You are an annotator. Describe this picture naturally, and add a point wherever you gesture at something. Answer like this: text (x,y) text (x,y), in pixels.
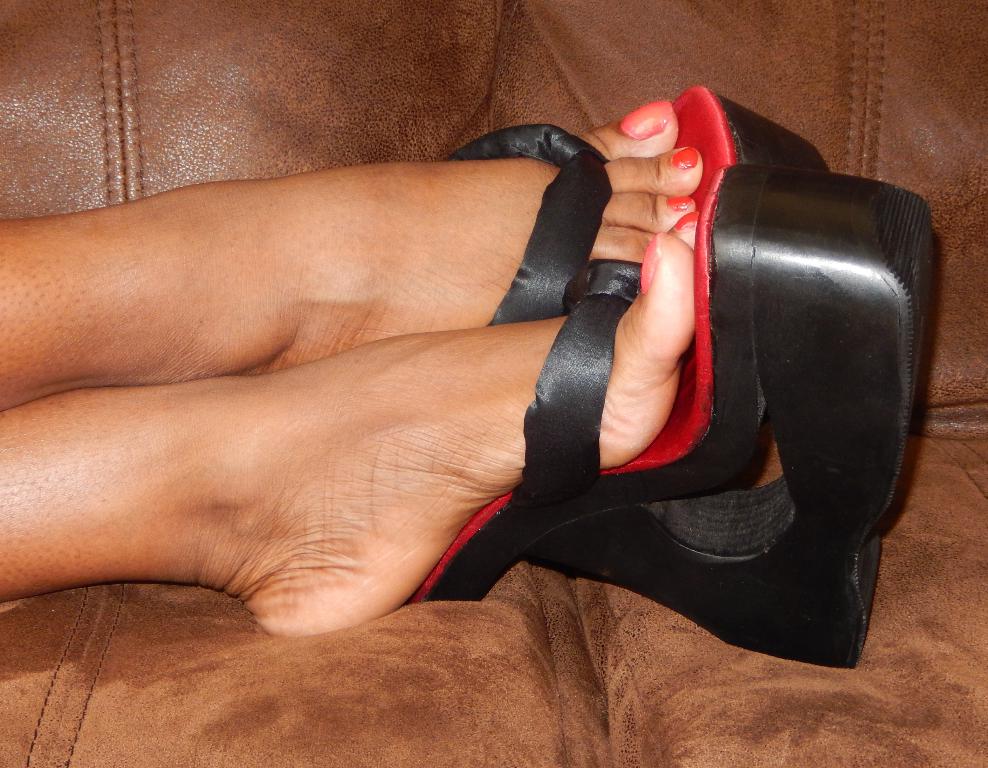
In this image I can see the person (321,286) is wearing black and red color footwear (721,243). They are on the brown color couch (609,680).
